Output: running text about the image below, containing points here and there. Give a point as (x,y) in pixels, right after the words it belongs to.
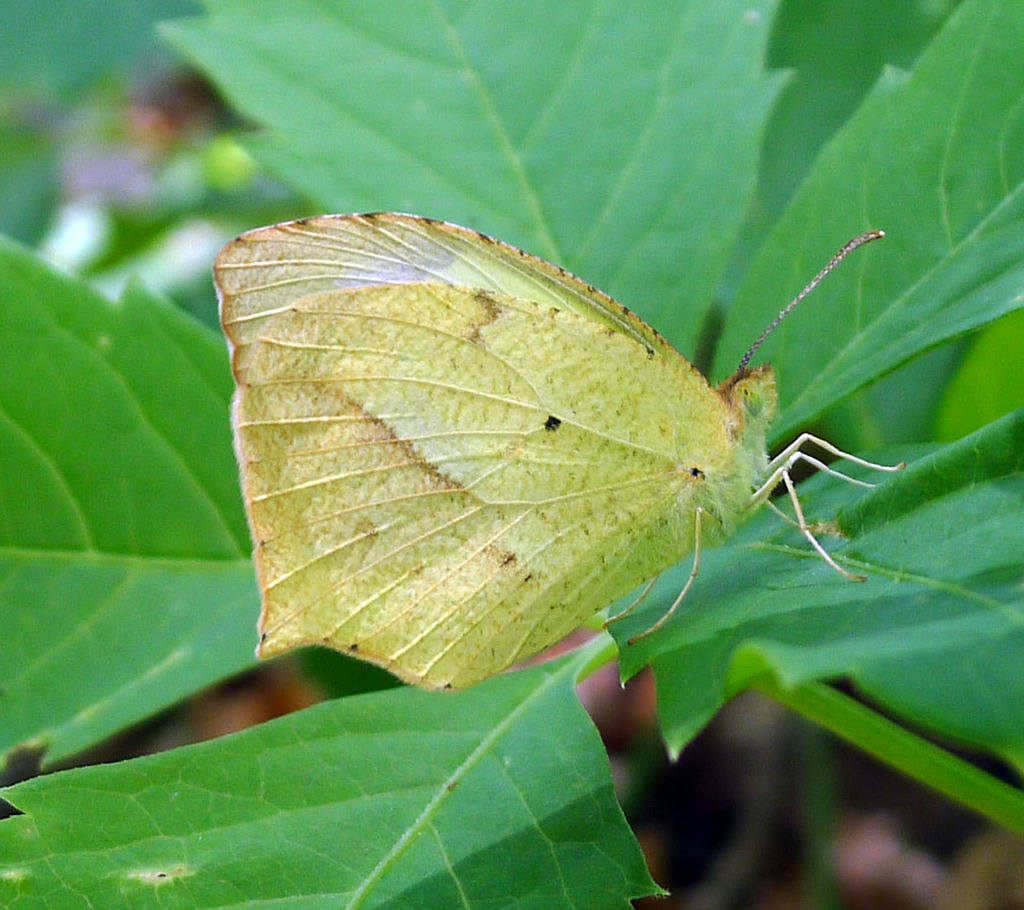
In this picture, we see a butterfly (437,341). The butterfly (487,398) in yellow color is on the green leaf (863,532). Beside that, we see a plant (278,725) or a tree (508,227). In the background (210,212), it is green in color and it is blurred in the background (838,112).
